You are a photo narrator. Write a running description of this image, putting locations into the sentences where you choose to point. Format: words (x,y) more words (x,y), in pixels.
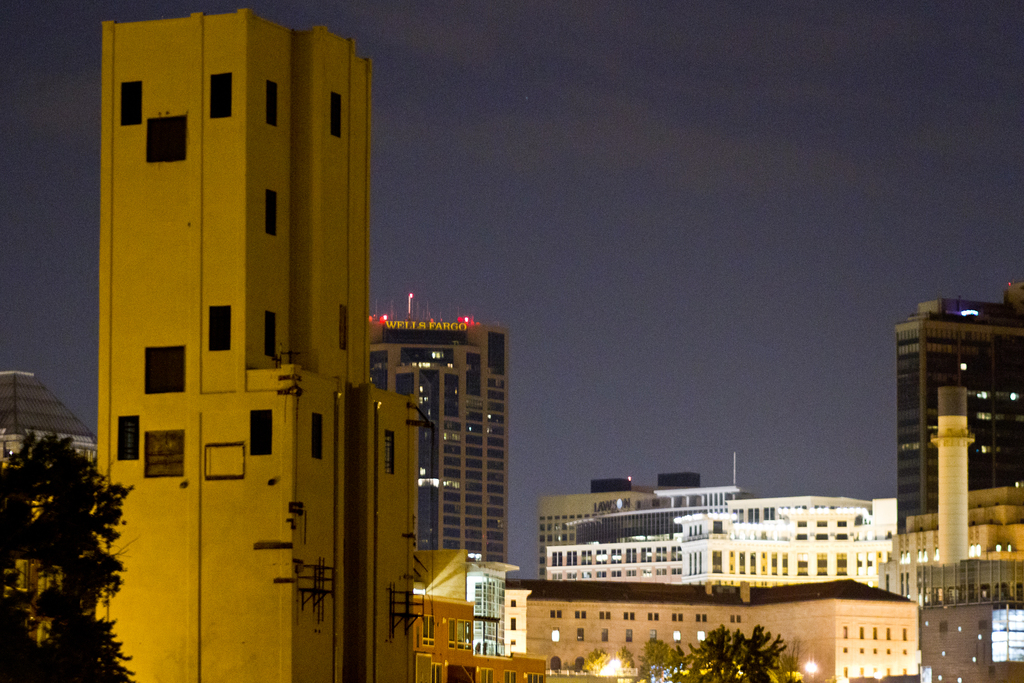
In the foreground of this picture (59,670), there is a tree (45,592) on the left bottom corner (53,484). In the background (465,580), there are buildings (702,635), trees (653,643), lights (677,641) and the sky (564,302).
